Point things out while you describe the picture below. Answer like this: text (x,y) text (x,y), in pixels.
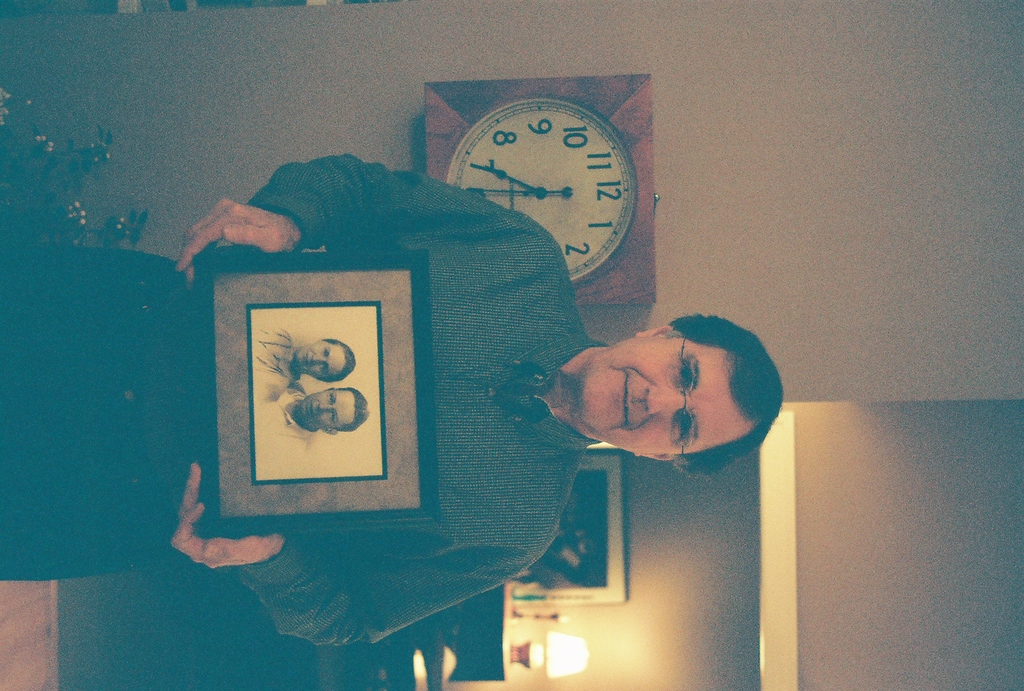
In the picture I can see a person (444,294) wearing shirt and spectacles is standing here and holding a photo frame (278,508) in his hands (233,539). In the background (585,83), I can see a wall clock (544,219) attached to the wall (746,303) and I can see the bottom of the image (584,660) is slightly blurred, where I can see table lamp (554,638), a photo frame (589,571) on the wall (595,608) and I can see candle stand (531,618) and a few more objects (436,636).
